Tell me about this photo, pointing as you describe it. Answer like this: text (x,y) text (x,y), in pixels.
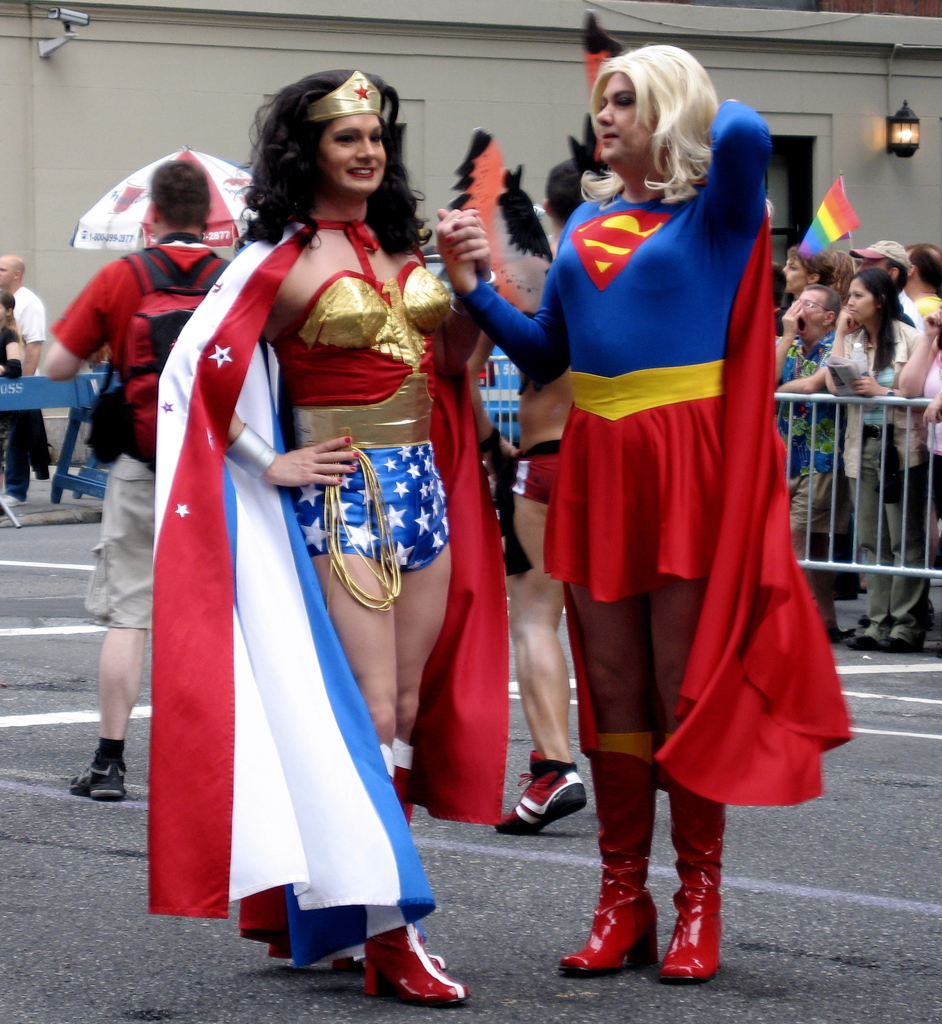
In the center of the image (392,666) there are woman (602,938) standing on the road (485,921). In the background of the image (829,339) there are people (783,337). There is a fencing (887,551). In the background of the image (395,32) there is a wall (180,129). There are lights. There is a camera (69,13). There is a umbrella (215,235).
